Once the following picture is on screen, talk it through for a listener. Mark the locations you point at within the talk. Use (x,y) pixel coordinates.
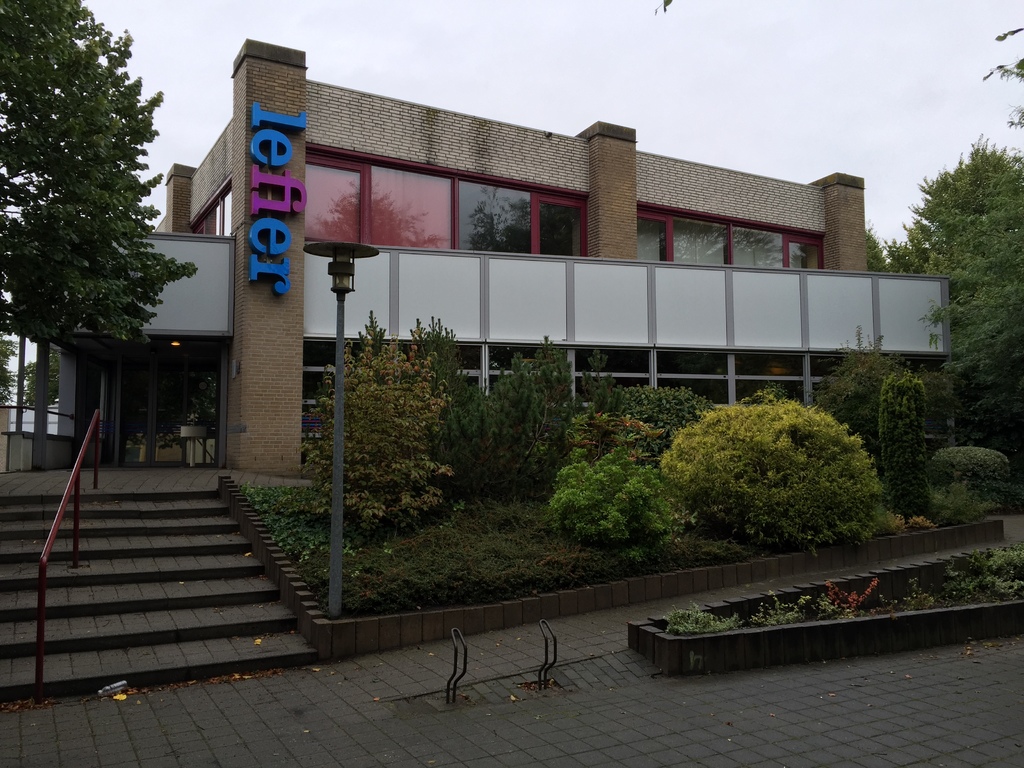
In this image we can see plants (525,452), grass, railing (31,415), steps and objects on the floor (338,702). In the background (353,320) we can see a building (407,258), windows (227,191), trees (143,123), text (272,268) written on the wall (268,408) and clouds (496,107) in the sky (694,40).
